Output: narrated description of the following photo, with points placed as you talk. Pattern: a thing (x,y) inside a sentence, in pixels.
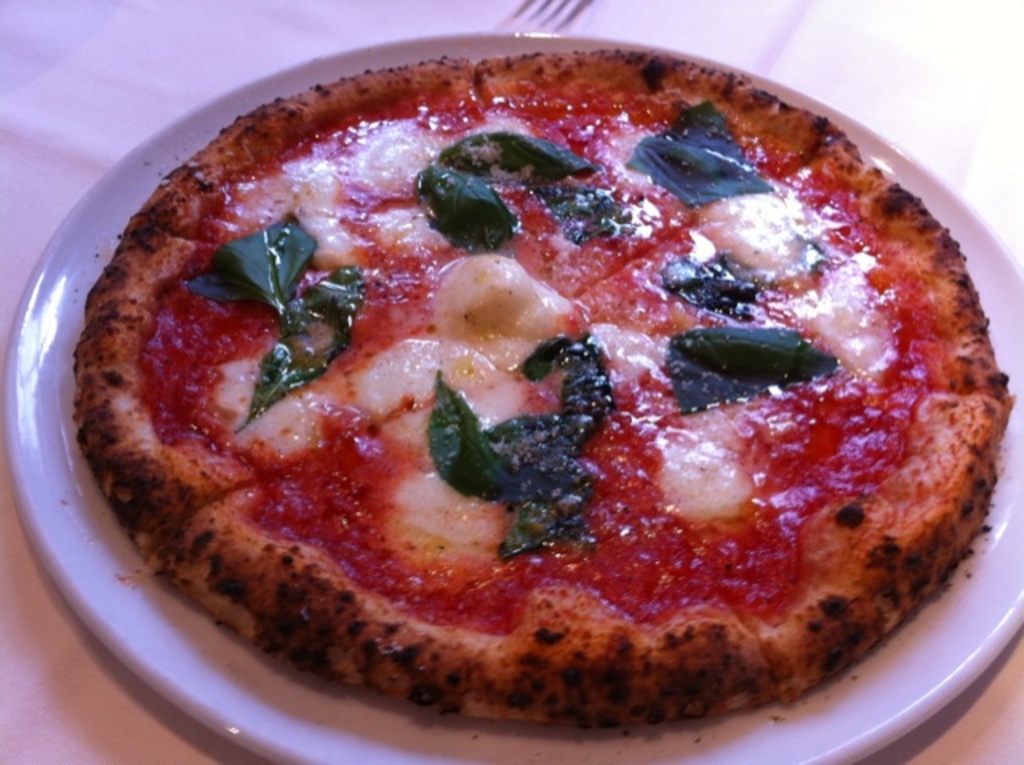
In this picture we can see a pizza (383,361) in the plate (39,478).
